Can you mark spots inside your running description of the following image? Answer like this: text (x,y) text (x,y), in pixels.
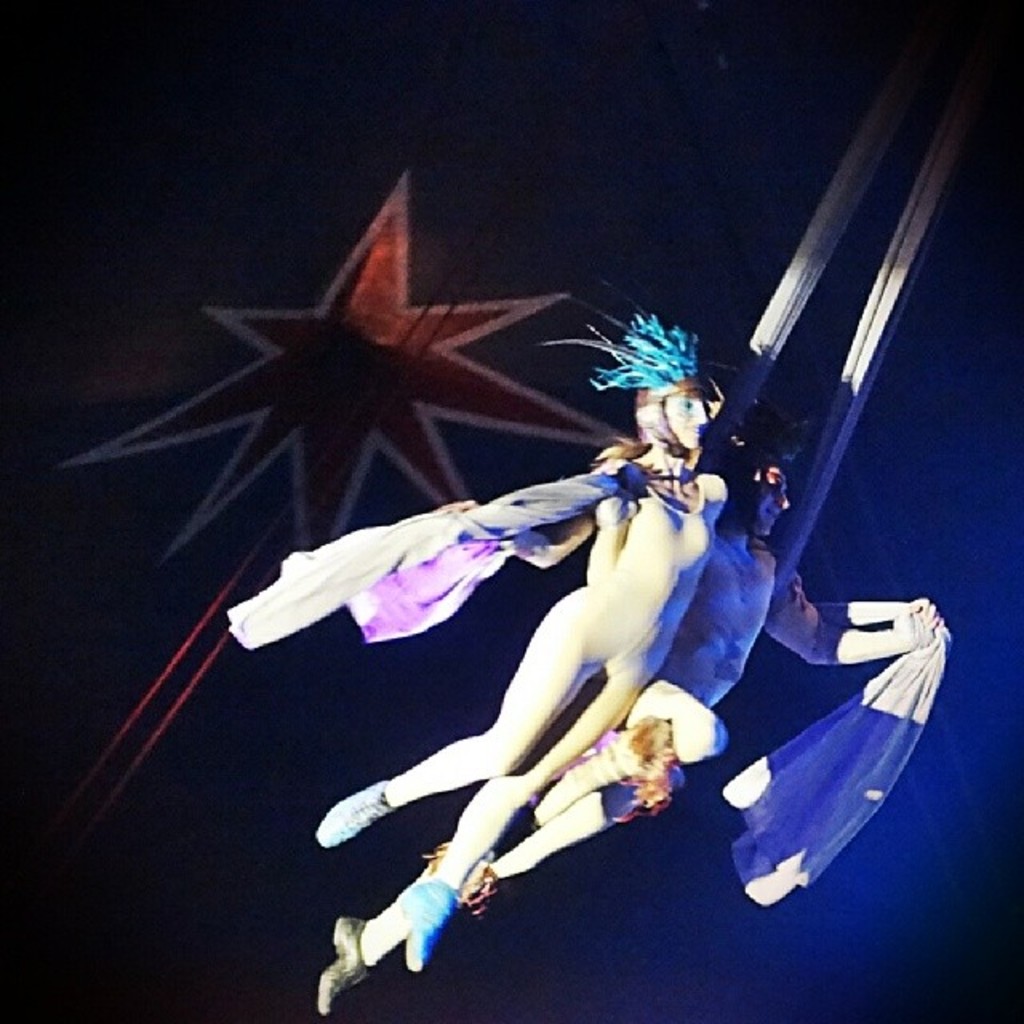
In this image we can see two persons (754,579) wearing costumes (683,479) and holding cloth (844,753) in their hands (933,628). In the background (557,573), we can see some ropes (204,666) and a painting (477,302) on the wall (169,705).
